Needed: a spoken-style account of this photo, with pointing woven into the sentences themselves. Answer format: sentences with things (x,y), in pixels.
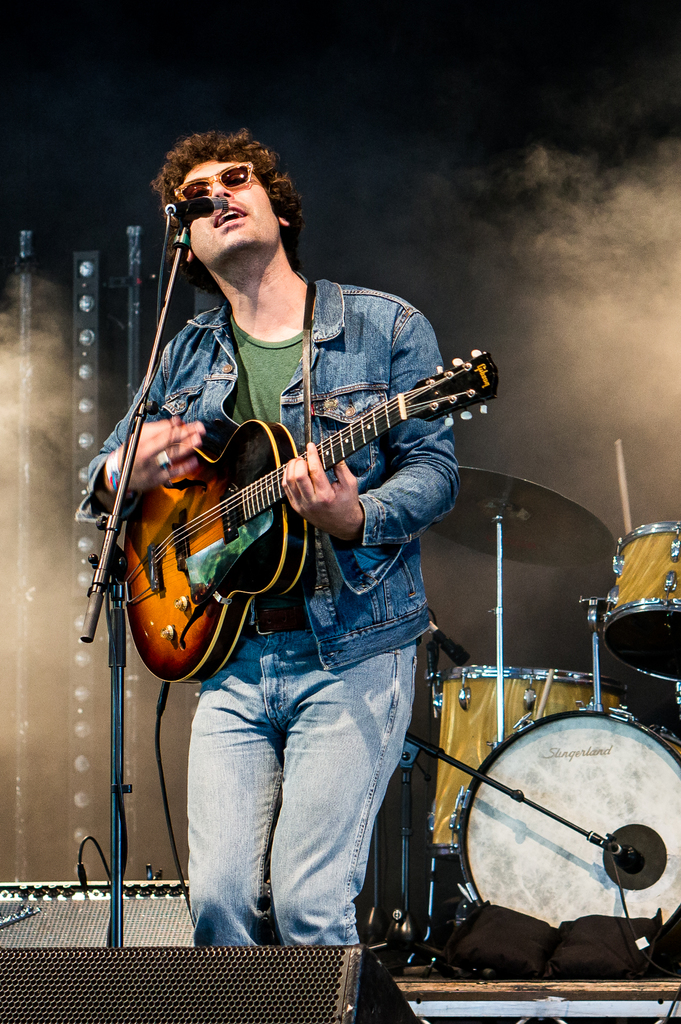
In this image I can see a person (320,652) wearing blue and green colored dress (258,388) is standing and holding a musical instrument (283,456) in his hand (349,492). I can see a microphone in front of him. I can see few lights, few musical instruments (551,705) and the dark background (6,63).
